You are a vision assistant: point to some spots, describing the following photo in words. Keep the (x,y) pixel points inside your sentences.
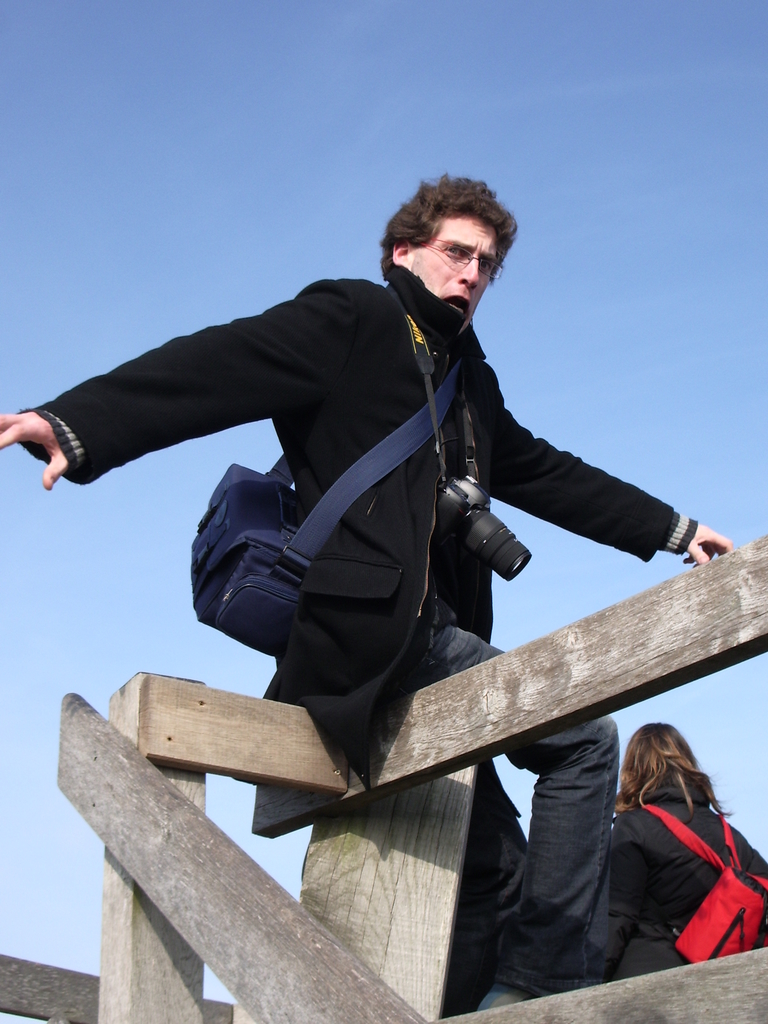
In this picture we can see a person (346,629) sitting on a wooden thing (606,712), he is holding a bag (254,590), camera (471,539), behind we can see a woman (670,885) wearing red color bag (700,915).
